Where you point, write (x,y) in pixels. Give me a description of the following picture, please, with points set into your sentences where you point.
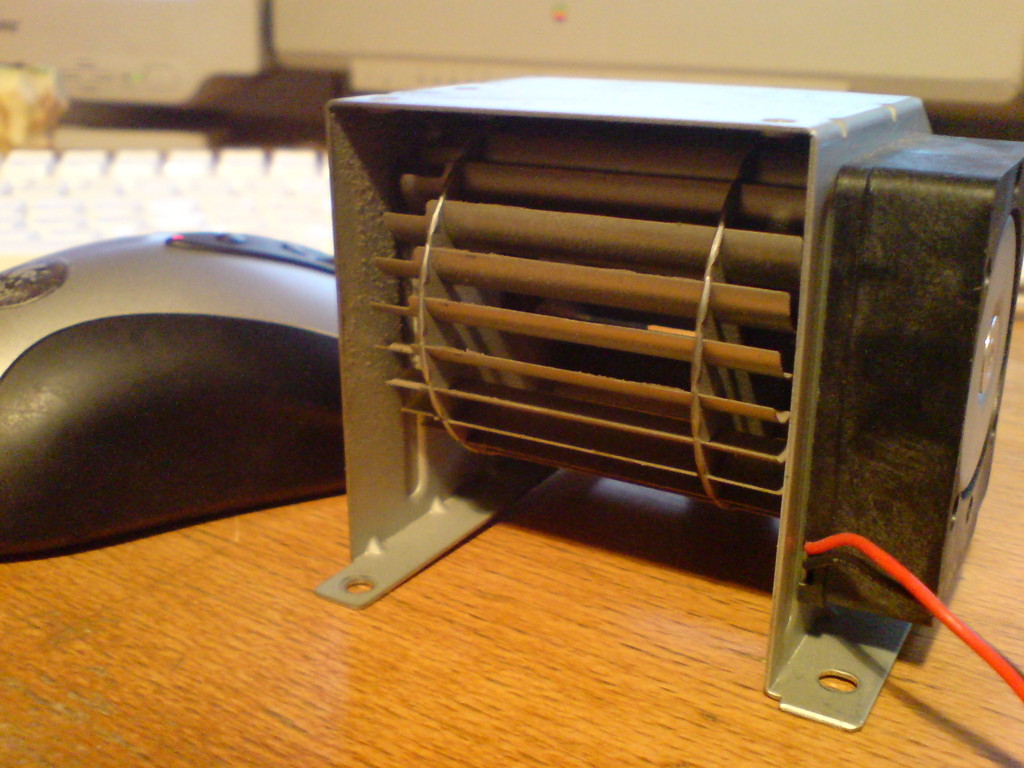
In the right side (945,298) it is an electronic machine (726,376). In the left side (281,277) it is a mouse (167,354) and there is a key board (248,199) which is in white color.
